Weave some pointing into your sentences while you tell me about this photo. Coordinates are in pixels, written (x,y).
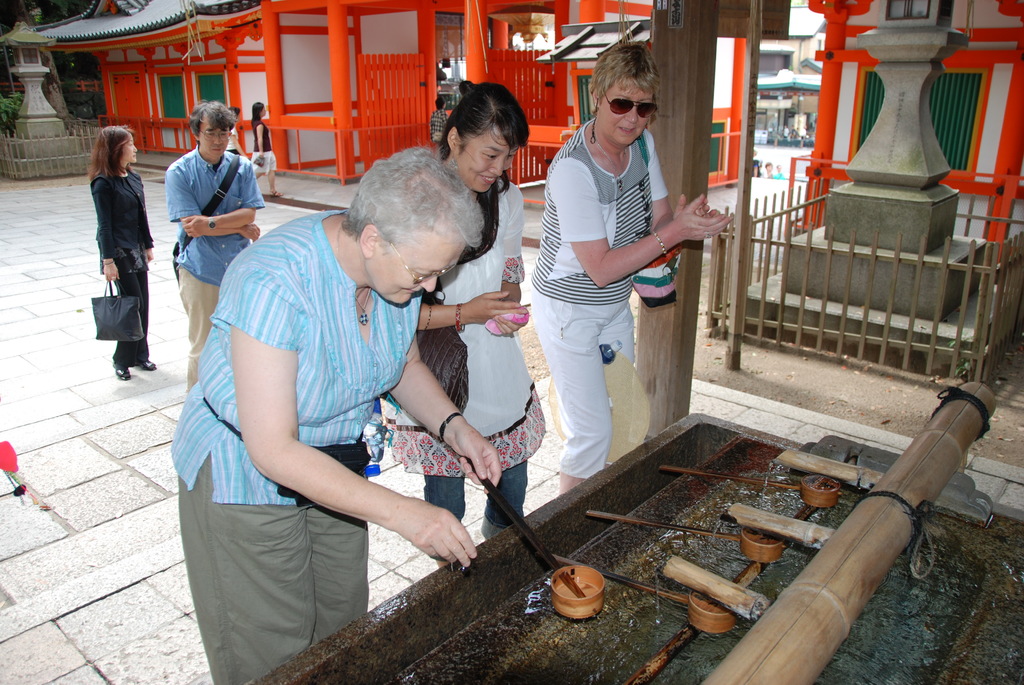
This image consists of few persons (430,310). In the front (312,505), the woman (308,482) wearing a blue top (304,414) is holding a stick (559,570). In the background (499,62), there are many pillars (567,80) and gate (523,63). At the bottom (123,586), there is a floor (52,532). On the right (934,328), there is a fencing (981,269) around a pillar (909,271). At the bottom (703,674), we can see the water (718,650) and a wooden stick (885,521).
